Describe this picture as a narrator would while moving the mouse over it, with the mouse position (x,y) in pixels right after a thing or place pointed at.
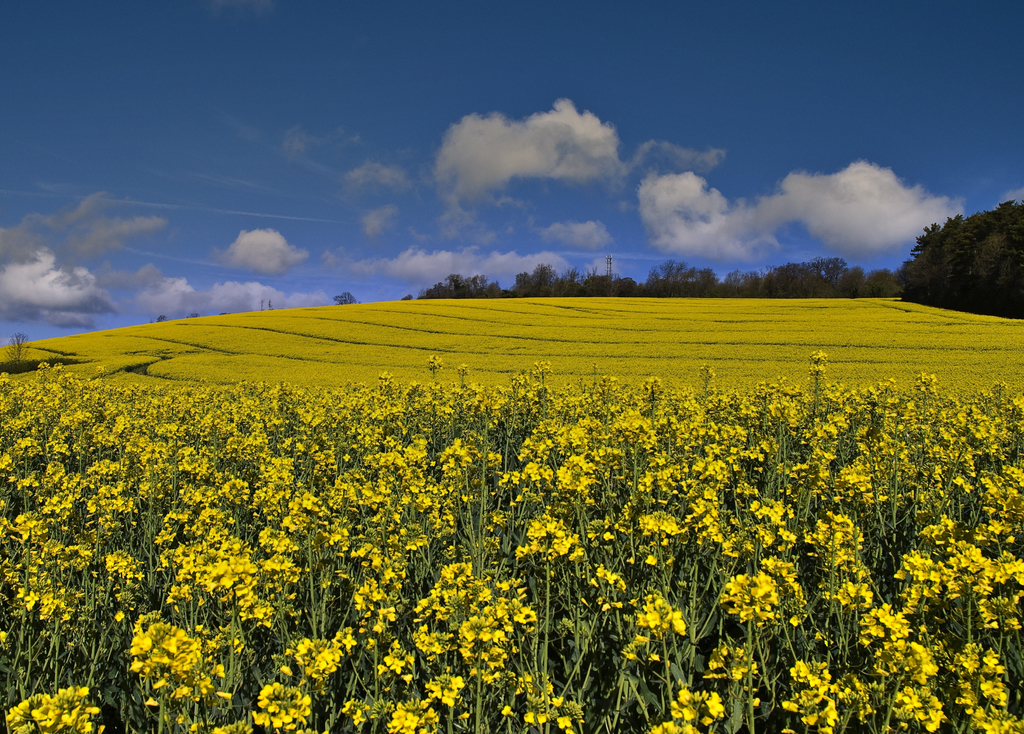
In this picture we can see some plants (759,417) and flowers (624,455) in the front (647,562), in the background (984,250) there are some trees (991,259), we can see the sky (678,120) at the top of the picture (518,127).
